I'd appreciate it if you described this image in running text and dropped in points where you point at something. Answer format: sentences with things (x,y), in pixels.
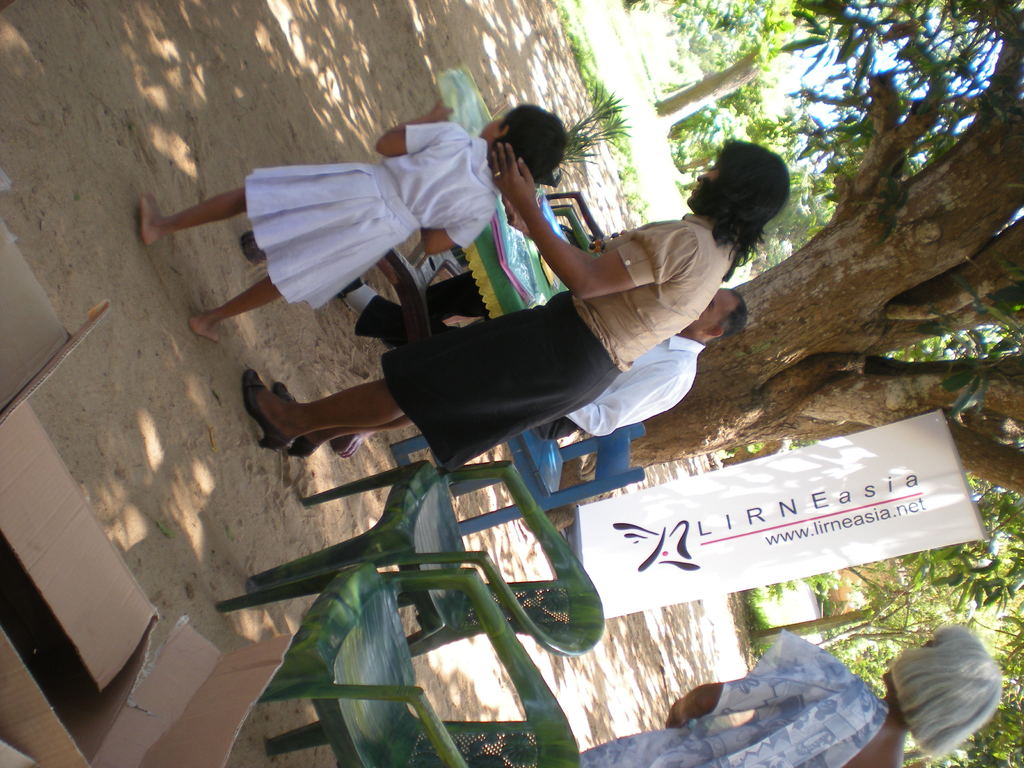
In this image there is a woman (537,326) who is holding the kid (391,207) who is standing on the ground (198,246). On the right side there are chairs (464,579). There is a person (617,407) sitting in the chair (557,461). In front of him there is a table (507,283) on which there are books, covers (527,271). At the bottom (51,584) there is a cardboard box (72,555). In the background (813,340) there is a tree (795,355). There is a banner (786,512) attached to the tree (915,397). On the right side (733,720) there is a woman (768,721) on the floor (612,727). In the background (790,97) there are trees (732,90).
